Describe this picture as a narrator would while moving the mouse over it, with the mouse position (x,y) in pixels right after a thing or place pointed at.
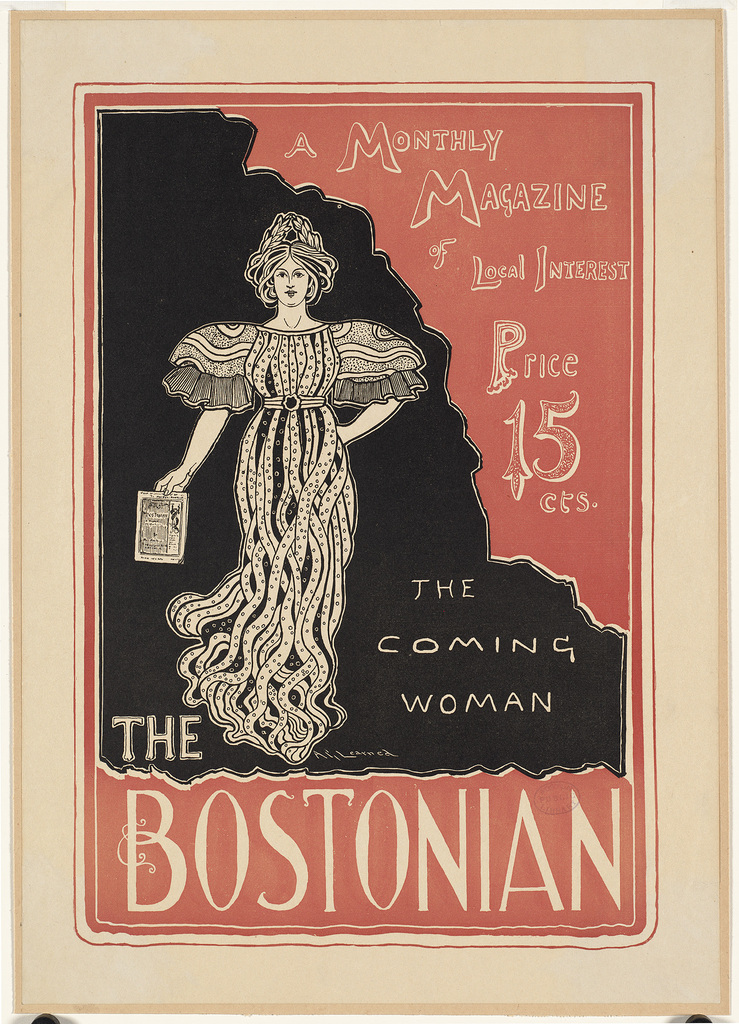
In this image we can see a poster (386,562). In the poster (206,374) we can see an edited image (188,630) of a person (322,655) holding an object (174,551). On the right side (500,376), we can see some text (517,652). At the bottom (176,852) we can see some text (167,851).
